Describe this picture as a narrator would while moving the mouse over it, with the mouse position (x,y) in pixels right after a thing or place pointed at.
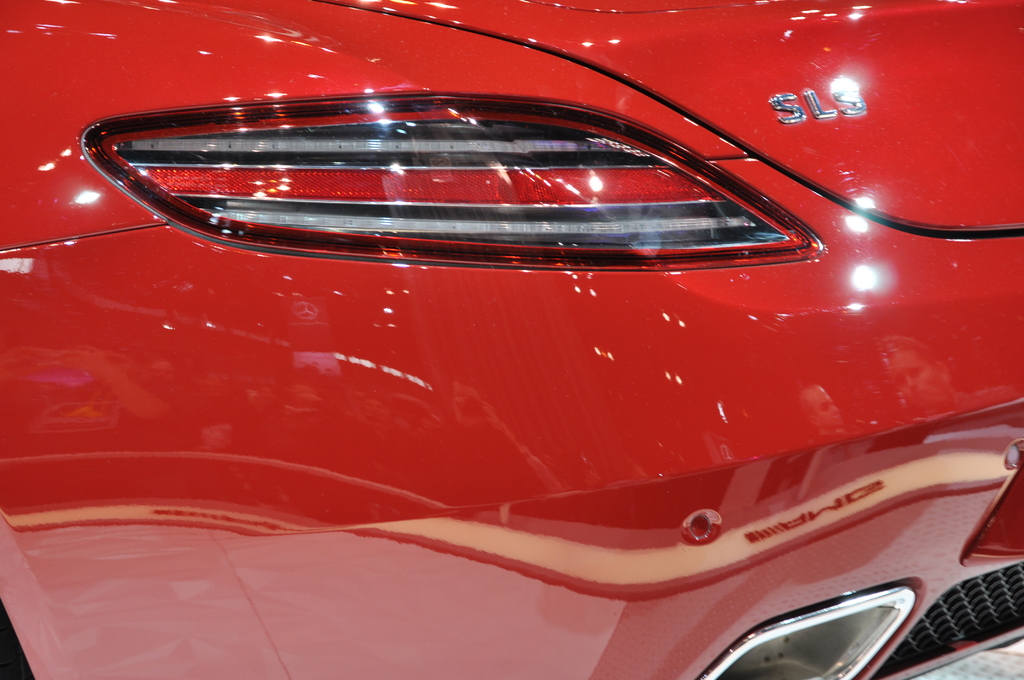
There is a red color vehicle (968,256) having lights (654,136) and letters (776,98) on it.
